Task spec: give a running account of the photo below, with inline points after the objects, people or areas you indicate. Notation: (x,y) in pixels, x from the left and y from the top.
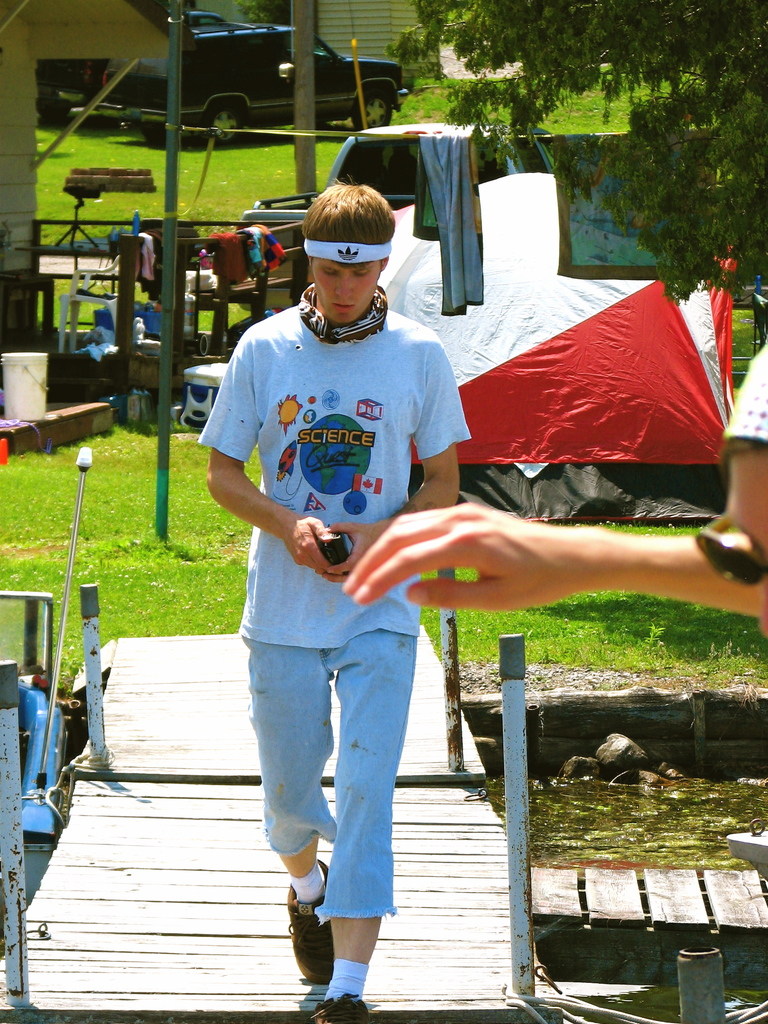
In this image I can see two persons (361,518). In front (273,600) the person (253,558) is wearing white color dress (290,590), background (245,544) I can see few clothes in multi color, a bucket (15,357) in white color and I can also see few vehicles (279,111) and I can see few trees (478,27) and grass (276,140) in green color.
